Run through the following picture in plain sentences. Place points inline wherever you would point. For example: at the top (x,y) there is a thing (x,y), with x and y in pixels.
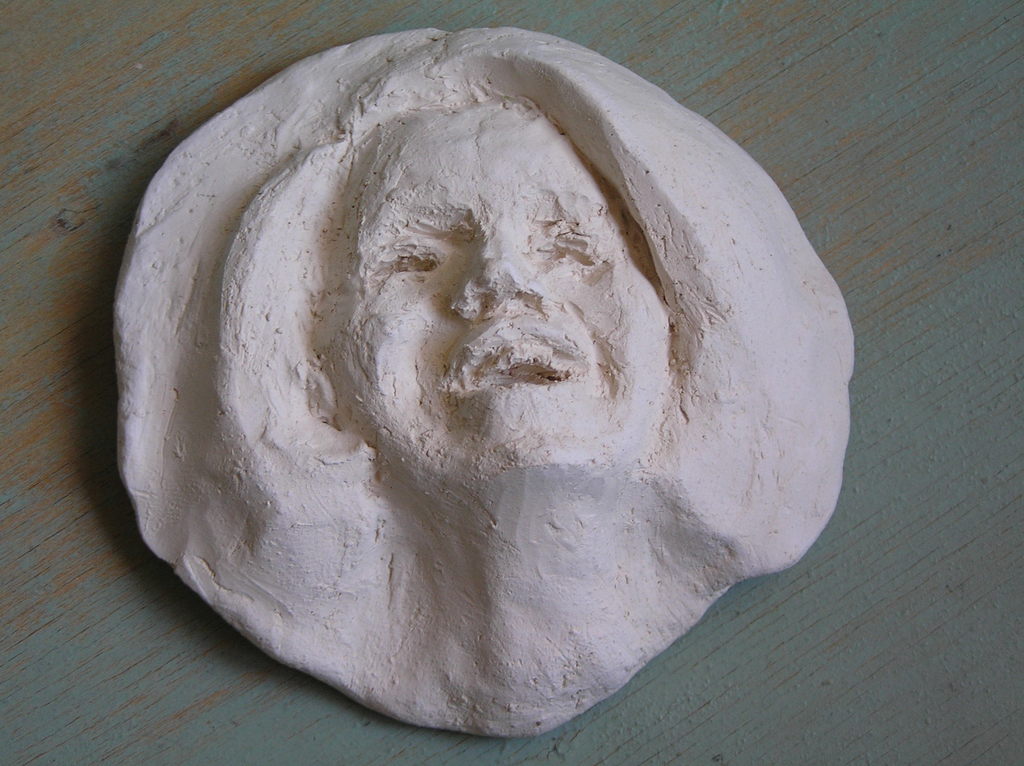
In this image I can see a white and cream color object (561,327) and I can see a person art (511,277) on it. It is on the grey and brown color surface (864,561).
